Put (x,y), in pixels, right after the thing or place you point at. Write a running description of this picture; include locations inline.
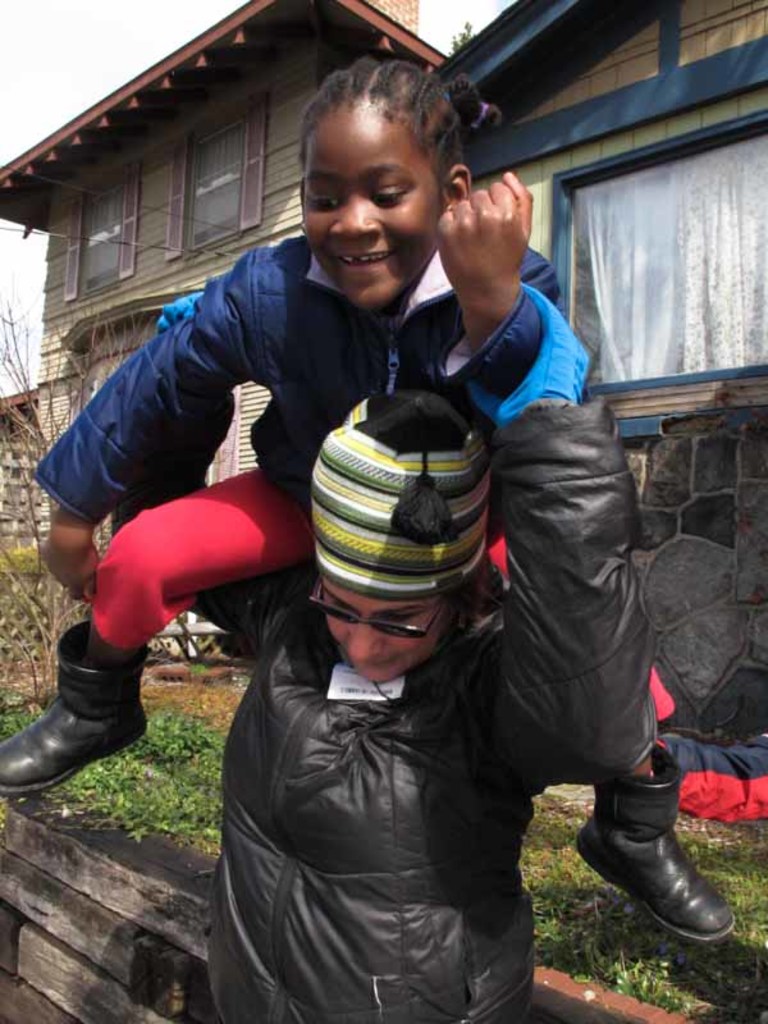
In this picture we can see two persons (402,320) in the front (402,320), there are plants (708,978) in the middle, in the background (649,236) there are buildings (557,170), we can see the sky (47,50) at the top of the picture (39,22).
